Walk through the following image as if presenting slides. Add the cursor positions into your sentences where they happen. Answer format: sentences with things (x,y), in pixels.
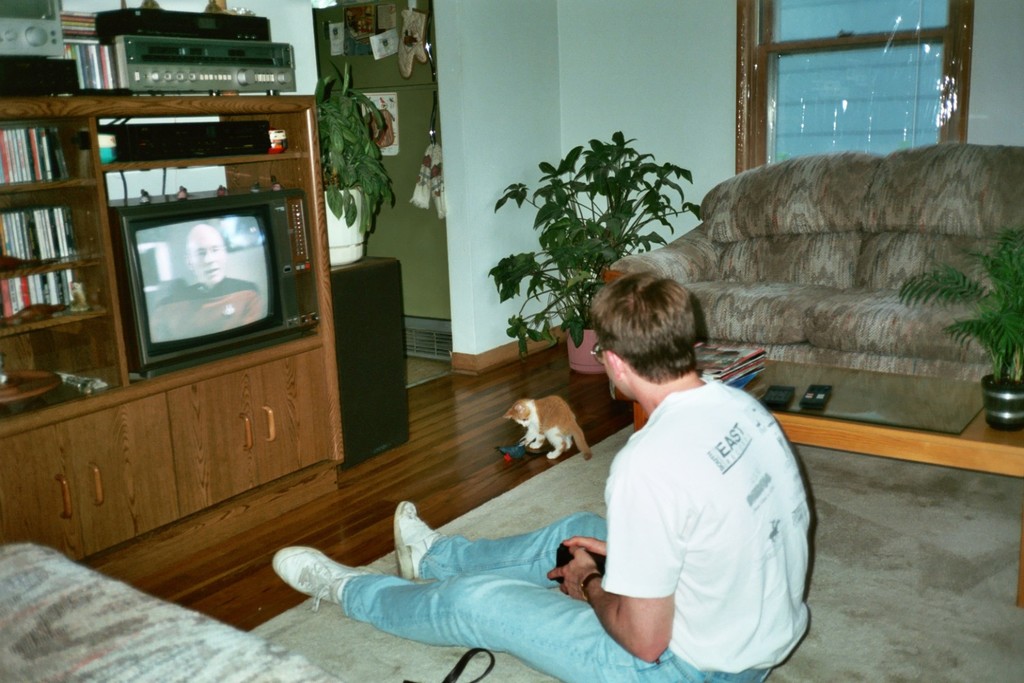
In this image we can see a television (282,318). There are many objects (150,79) placed on the rack (99,203). A man (617,625) sitting on the floor (495,426) and holding some object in his hand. There is a cat (559,419) in the image. There is a couch (969,363) and house plant (1000,402) in the image. There is a refrigerator (412,212) and many objects (409,55) attached to it. There are many objects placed on the table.
